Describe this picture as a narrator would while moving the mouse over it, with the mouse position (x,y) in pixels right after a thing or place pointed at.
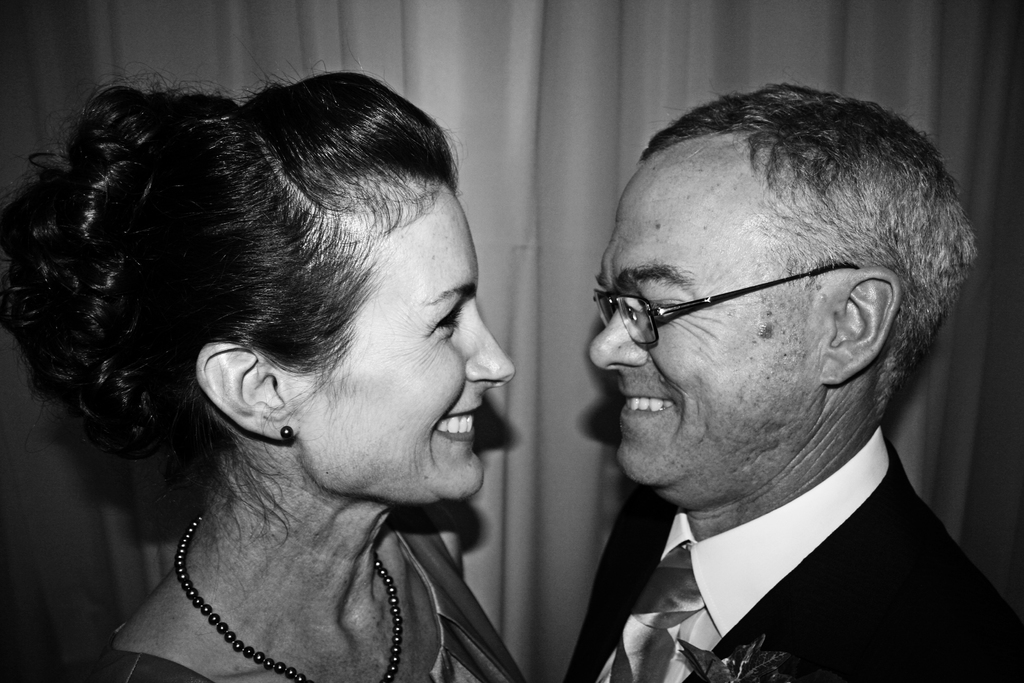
In this picture I can observe a couple (722,514). One of them is a man (643,492) wearing spectacles (628,310). Both of them are smiling. In the background (473,90) I can observe a curtain (702,75). This is a black and white image.
